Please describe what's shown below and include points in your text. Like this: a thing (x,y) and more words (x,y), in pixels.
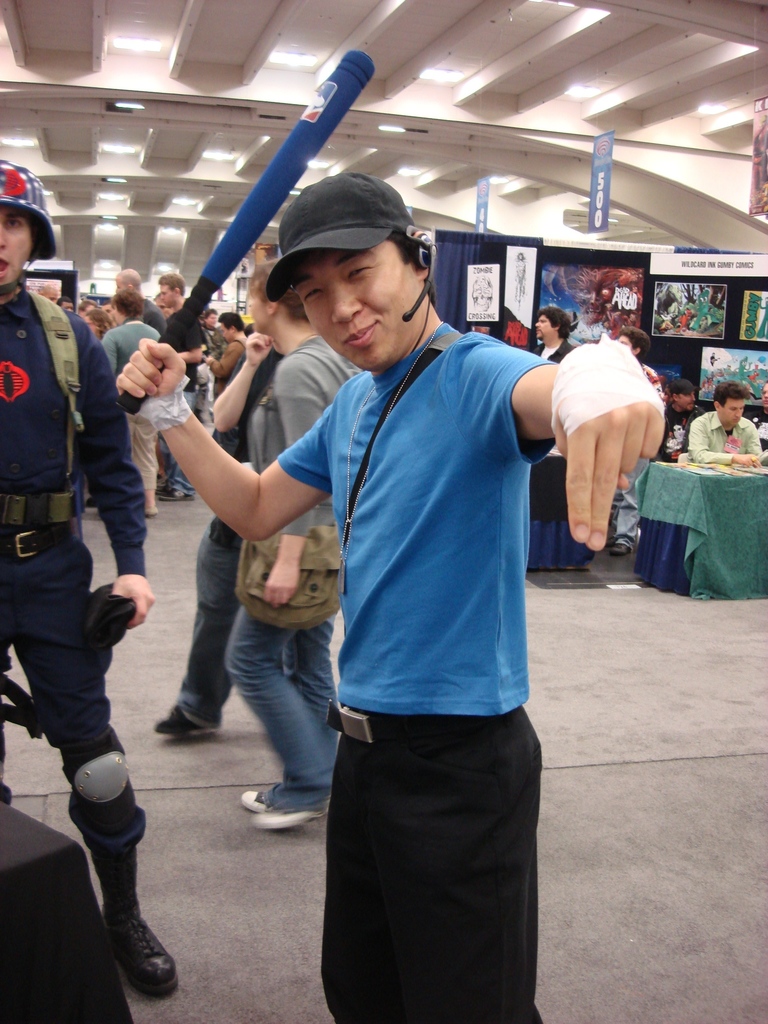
In this picture there is a person (479,955) with blue t-shirt (471,527) is standing and holding the bat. At the back (331,382) there are group of people (20,451) and there are three persons (761,441) sitting behind the table (719,586) and there are objects (710,472) on the table (717,483) and there are boards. At the top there are lights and there are boards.
